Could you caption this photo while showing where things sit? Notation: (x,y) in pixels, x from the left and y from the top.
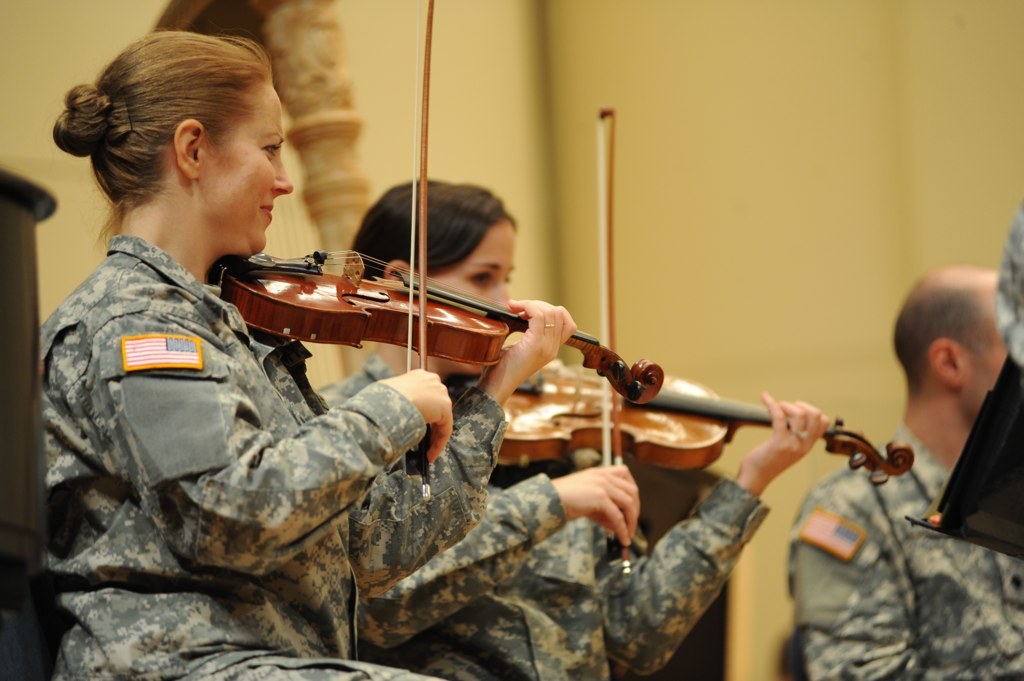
These persons (488,433) are sitting and these two persons (222,483) are playing musical instruments (637,415). On the background (672,89) we can see wall (534,88).
